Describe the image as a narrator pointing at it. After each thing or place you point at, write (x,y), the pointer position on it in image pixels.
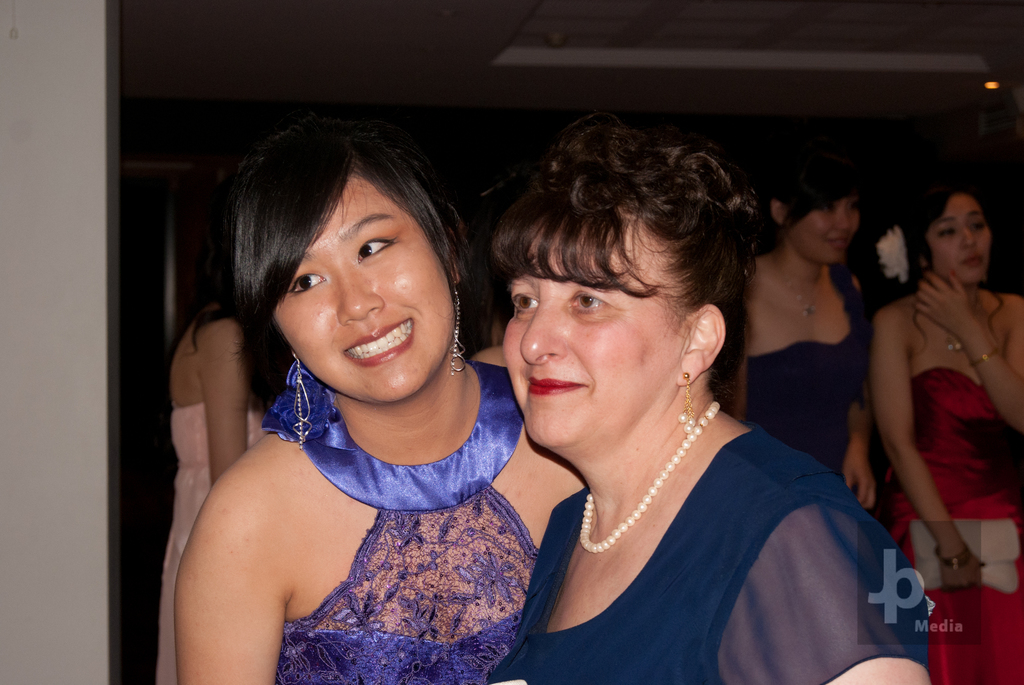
In the image there are many women (685,357) wearing clothes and earrings (457,311). This is a watermark (911,604), neck chain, handbag (1004,570) and light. These two women (491,377) are smiling.
